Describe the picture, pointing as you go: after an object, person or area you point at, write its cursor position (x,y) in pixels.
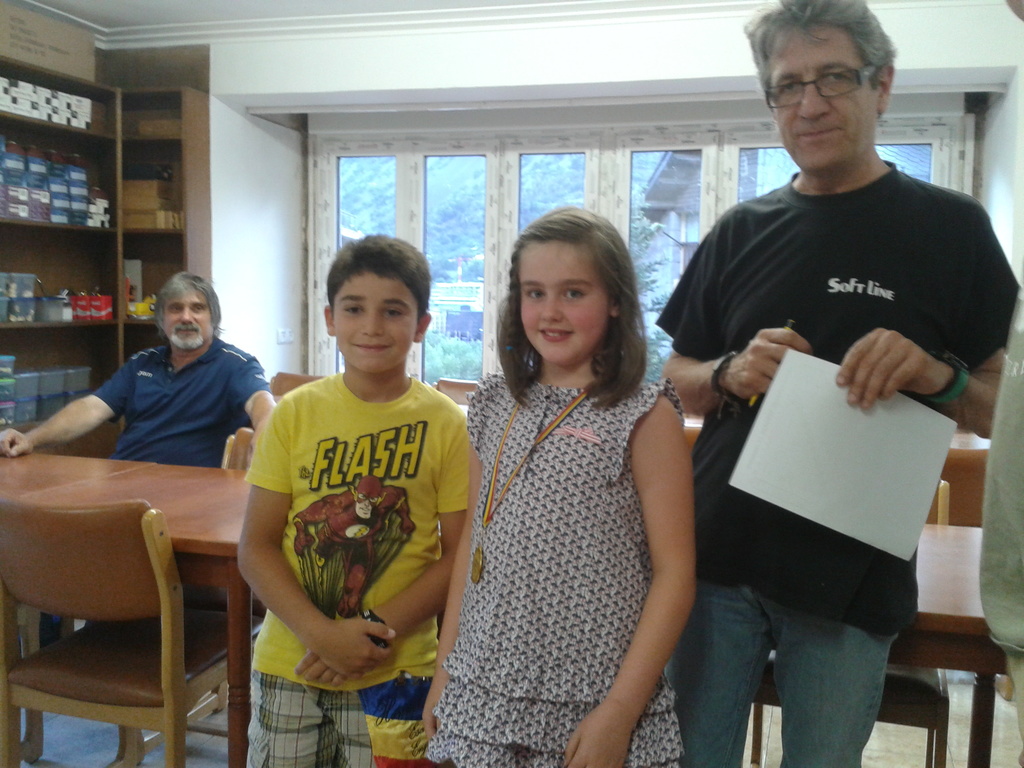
In this image, There is a table (196,532) which is in brown color, And there is a chair (118,609) in yellow color, There are some people (854,567) standing, In the right side of the image (709,409) there is a man (879,310) standing and holding a paper (795,435), In the left side of the image (166,406) there is a man (192,414) sitting on the chair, In the background (442,213) there is glass window (618,203) in white color, there is a wall (502,62) in white color.
